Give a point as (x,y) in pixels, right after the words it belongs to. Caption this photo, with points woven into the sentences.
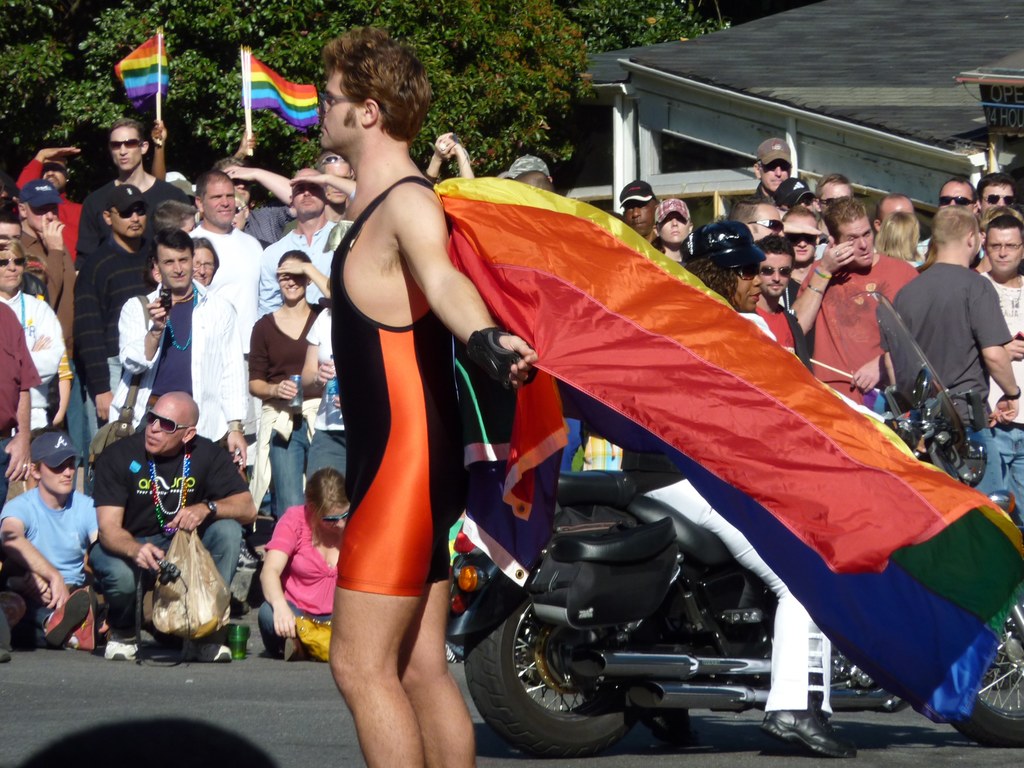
In this picture we can see a man (380,723) standing and holding a flag (971,611). In the background (173,242), we can see a person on a bike (725,567) and other people (845,252) looking somewhere, where we can also see trees (472,66).
